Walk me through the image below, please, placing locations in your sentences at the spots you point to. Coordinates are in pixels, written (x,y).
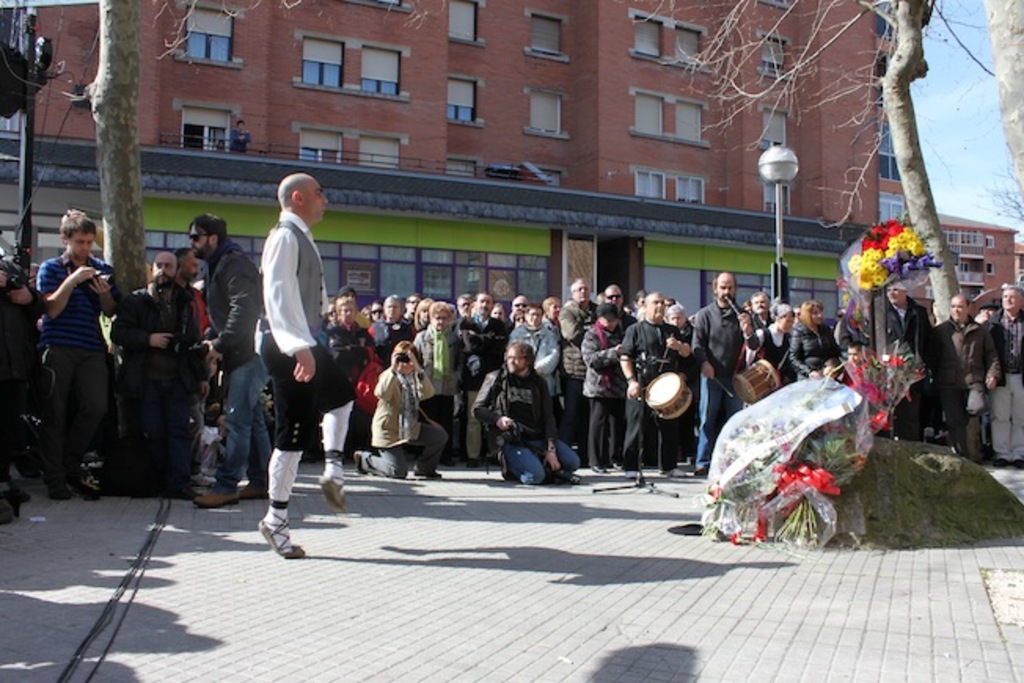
In this image we can see a person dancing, in front of him there are flower bouquets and behind him there are a group of people (82,259), a few among them are playing musical instruments (775,382) and some are taking photos, in the background (382,189) there are buildings (498,181), trees (942,251) and lights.
